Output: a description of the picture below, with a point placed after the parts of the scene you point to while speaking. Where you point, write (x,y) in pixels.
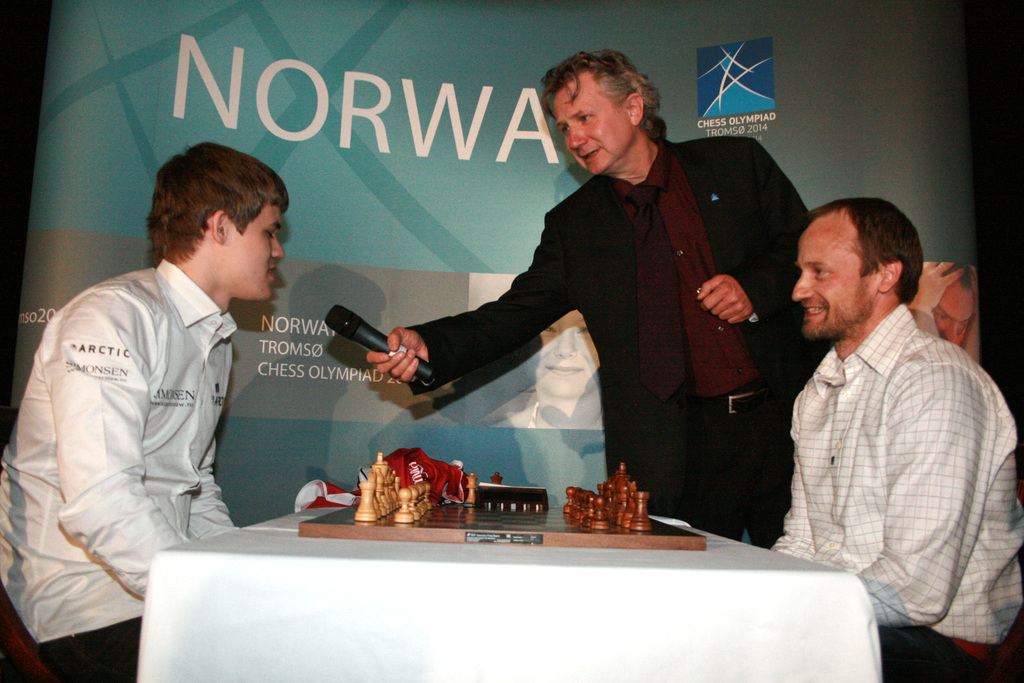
This is a banner (826,75). Here we can see two persons (950,467) sitting on a chair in front of a table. This is a chess board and chess pieces (627,497). Here we can see one man (633,251) standing in front of this persons (188,390) and he is holding a mike (428,375) in his hand (412,375).
